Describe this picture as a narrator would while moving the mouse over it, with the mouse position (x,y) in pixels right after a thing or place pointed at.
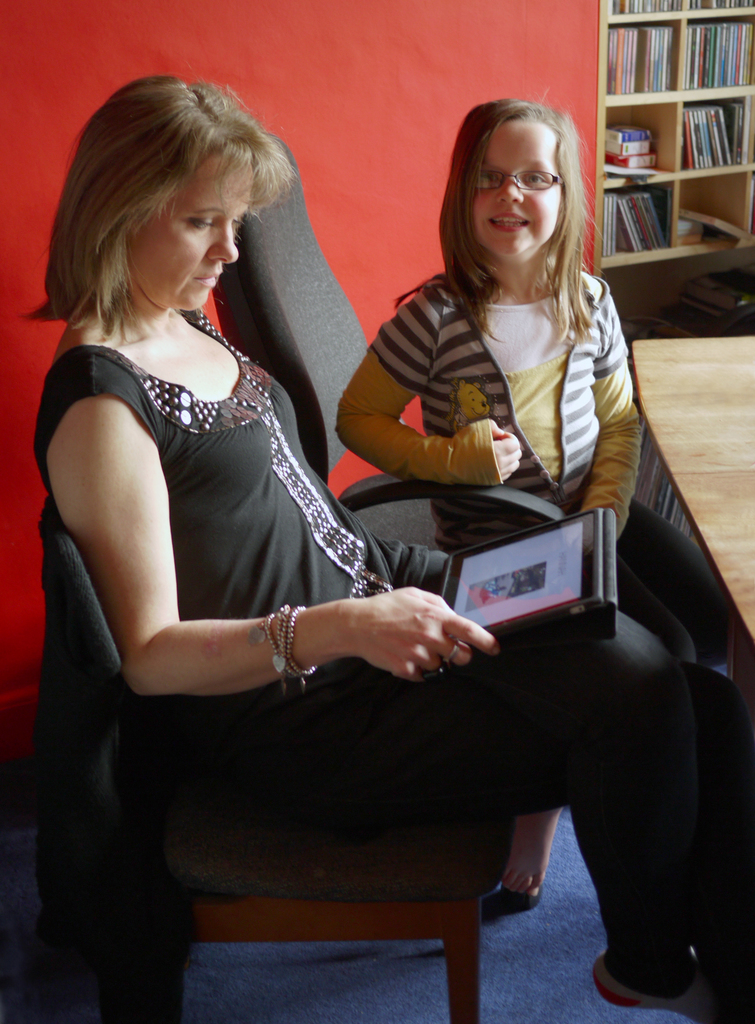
There are a woman (391,640) and a girl (543,447) sitting on chair (543,499) and beside table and behind them there is a bookshelf (665,291) with books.
